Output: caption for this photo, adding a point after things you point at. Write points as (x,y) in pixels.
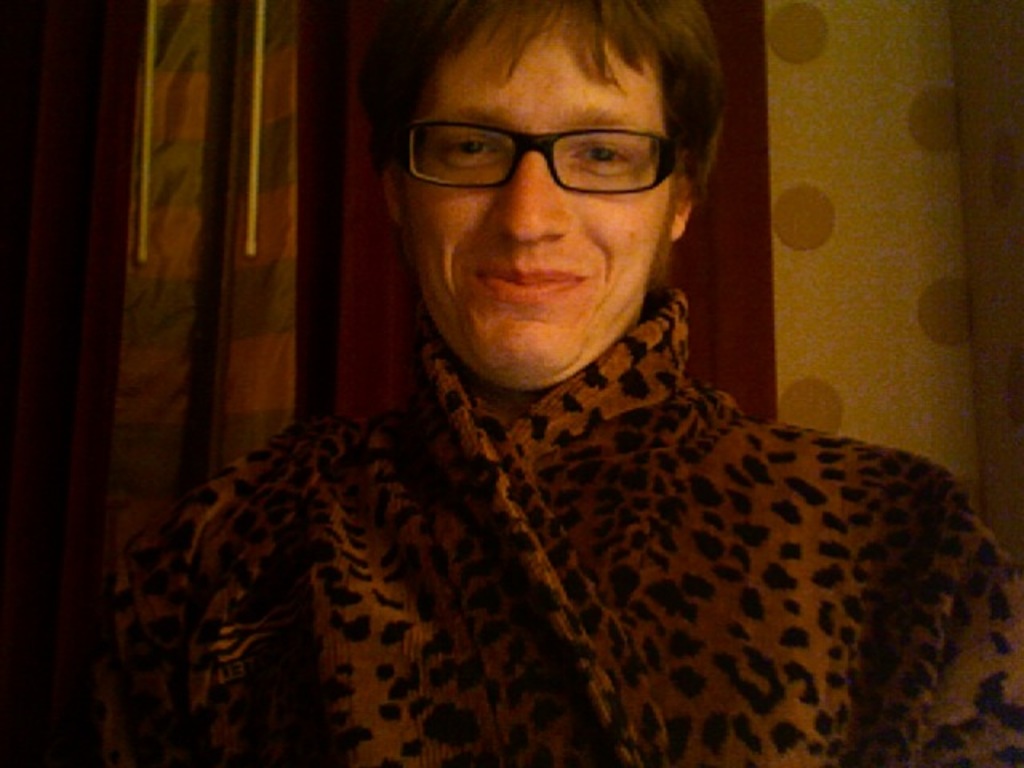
In the foreground of the picture (484,763) we can see a person (531,223) wearing spectacles (462,137), behind him they might be curtains (756,255).
